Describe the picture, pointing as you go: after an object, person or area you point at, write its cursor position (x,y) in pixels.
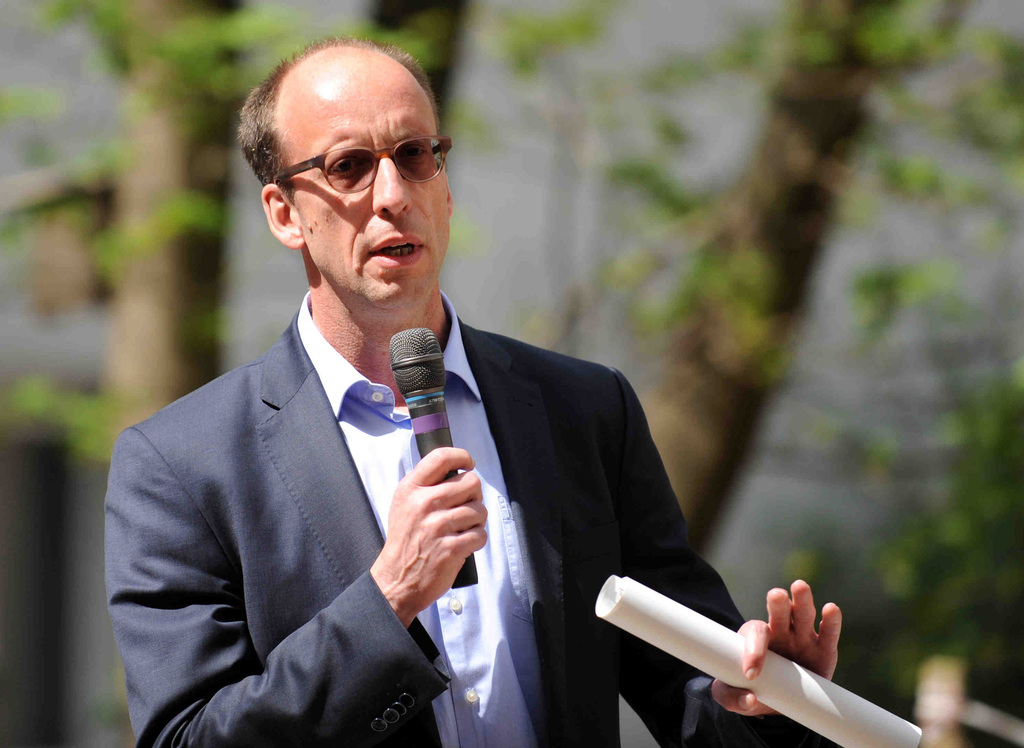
I can see a man (341,542) wearing a suit (333,520) with white shirt (366,474) and he is holding mike (430,378) with one hand (453,536) and some paper (684,658) with the other hand (753,657). he is wearing spectacles (436,160). At background (792,242) I can see trees (748,289).
